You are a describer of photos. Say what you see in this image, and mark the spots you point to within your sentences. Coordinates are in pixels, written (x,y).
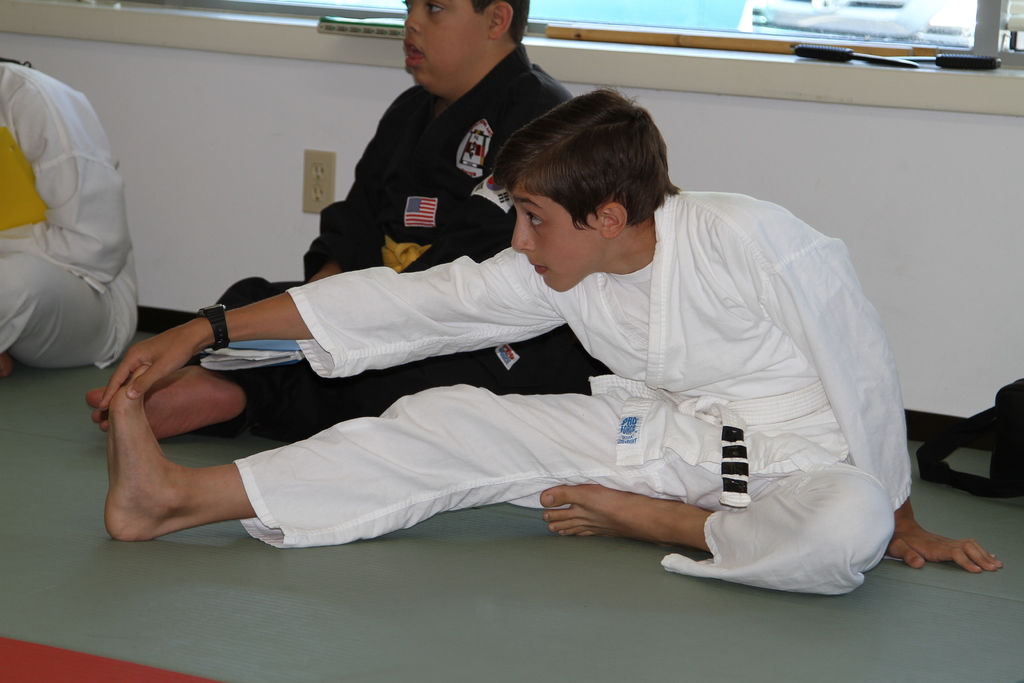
In this picture we can see there are three people (463,264) sitting on the mat (641,572) and on the right side of the man (708,340), it looks like a bag (1004,394). Behind the people (416,225) there are some objects (682,43) on the platform (705,75).
